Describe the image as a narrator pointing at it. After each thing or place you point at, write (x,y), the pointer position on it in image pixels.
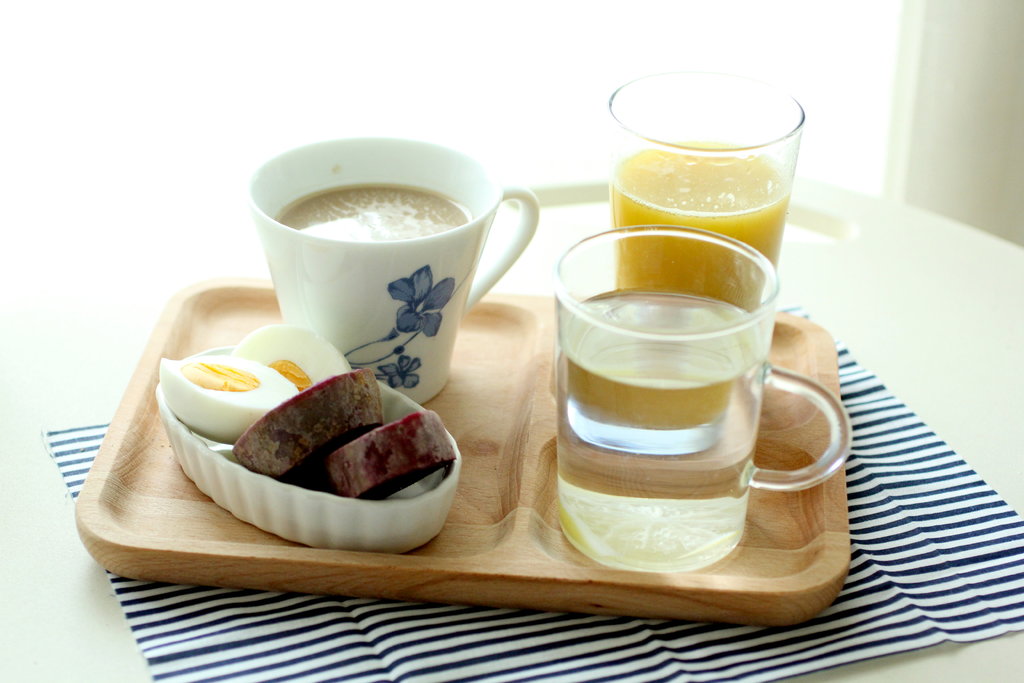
In this image I can see two glasses (623,305), a cup (436,280) with drink (354,228), food (330,366) in a plate (328,490). I can also see a cloth (881,646).
